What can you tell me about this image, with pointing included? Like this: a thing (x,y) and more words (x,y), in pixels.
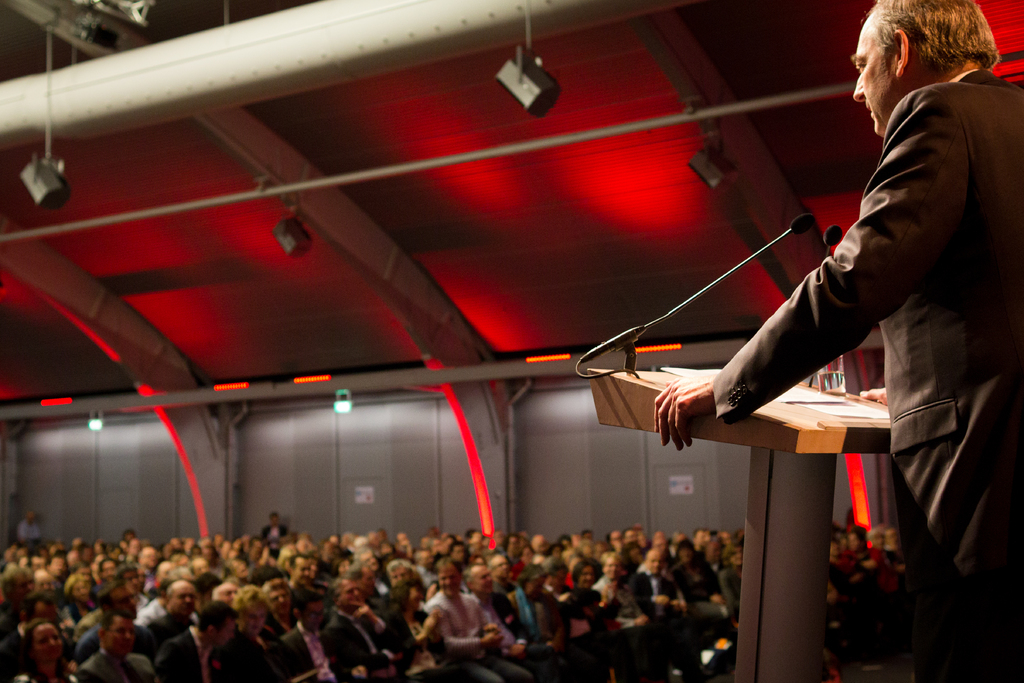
In this image, we can see a hall (480,523). Right side (956,325), a man (935,384) is standing near the podium (800,418), few items (839,399) are placed on it. At the bottom (522,648), we can see group of people (191,575) are sat. And background (378,449), there is a wall (390,421), lights (302,247), pillars (487,426) we can see.
